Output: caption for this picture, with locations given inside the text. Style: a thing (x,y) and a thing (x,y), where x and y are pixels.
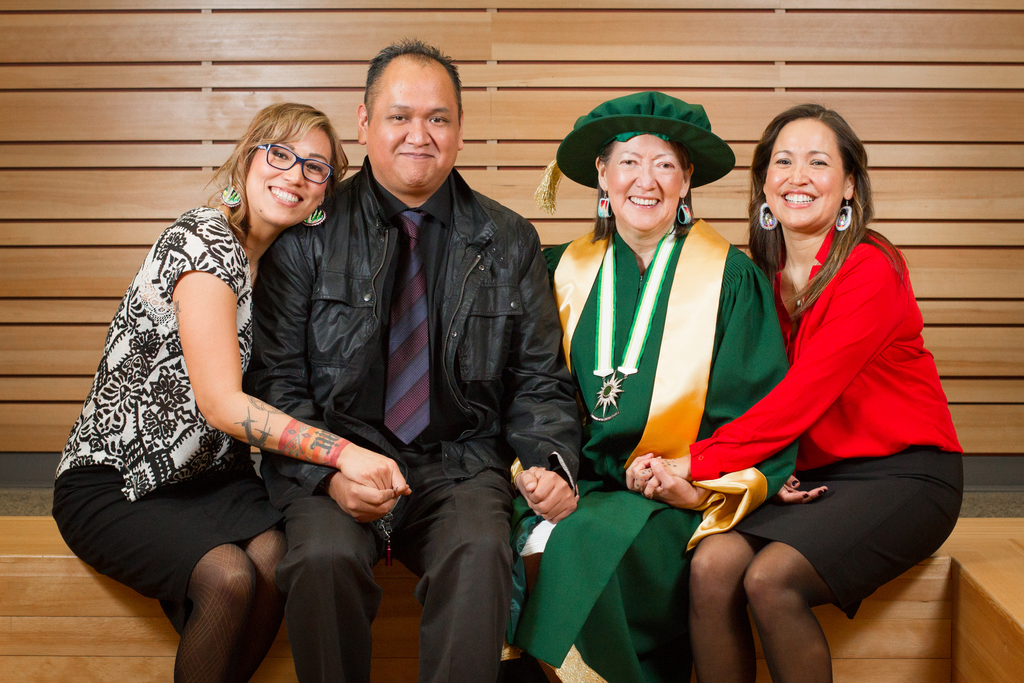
In the image there is a man (409,346), woman (631,506) and two ladies (795,346) sitting on wooden bench (974,674) in front of wooden wall (361,39).
